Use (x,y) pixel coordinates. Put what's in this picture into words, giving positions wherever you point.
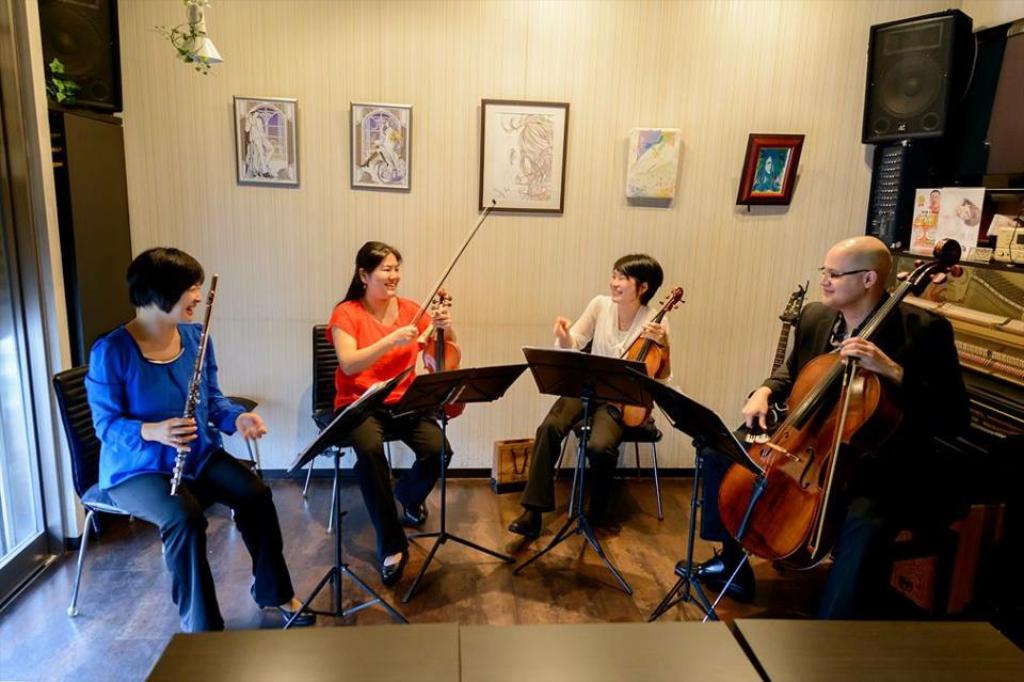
In the image we can see there are people (929,384) who are sitting on chair (327,370) and playing musical instrument (790,414).
